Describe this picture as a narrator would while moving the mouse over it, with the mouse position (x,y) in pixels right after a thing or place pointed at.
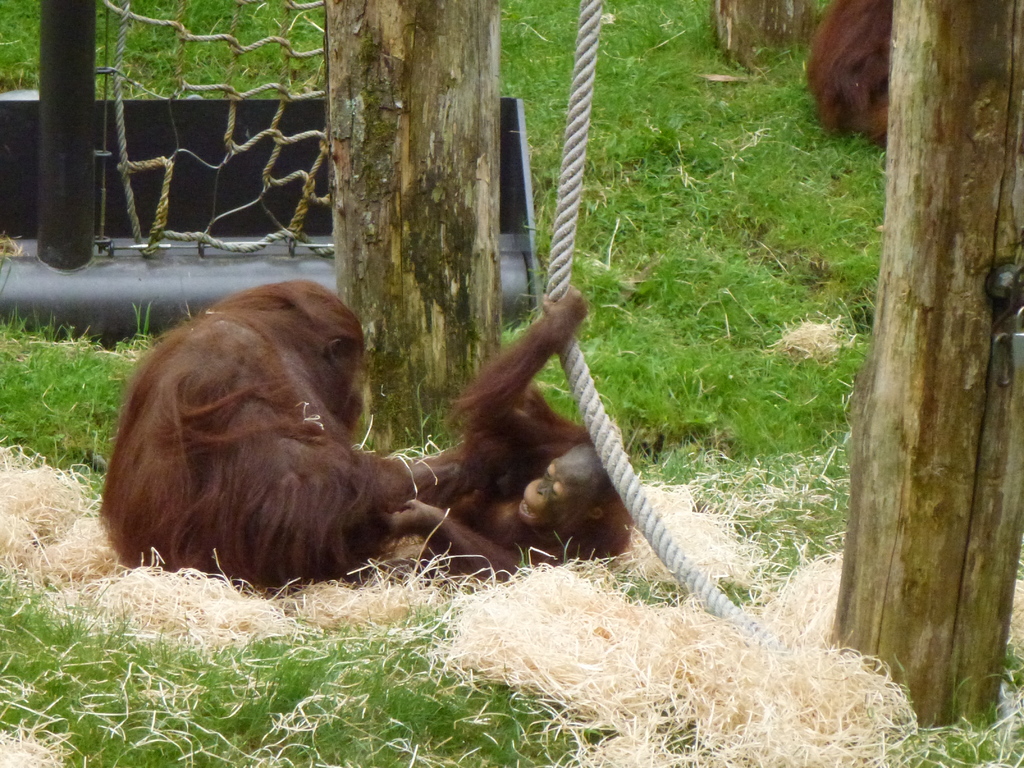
There are orangutans (389,477). On the ground (330,644) there is grass (726,383) and some other thing (531,624). Also there is a rope (566,250). In the back (219,87) there is a rope net (230,144). And we can see tree trunks (883,302).
